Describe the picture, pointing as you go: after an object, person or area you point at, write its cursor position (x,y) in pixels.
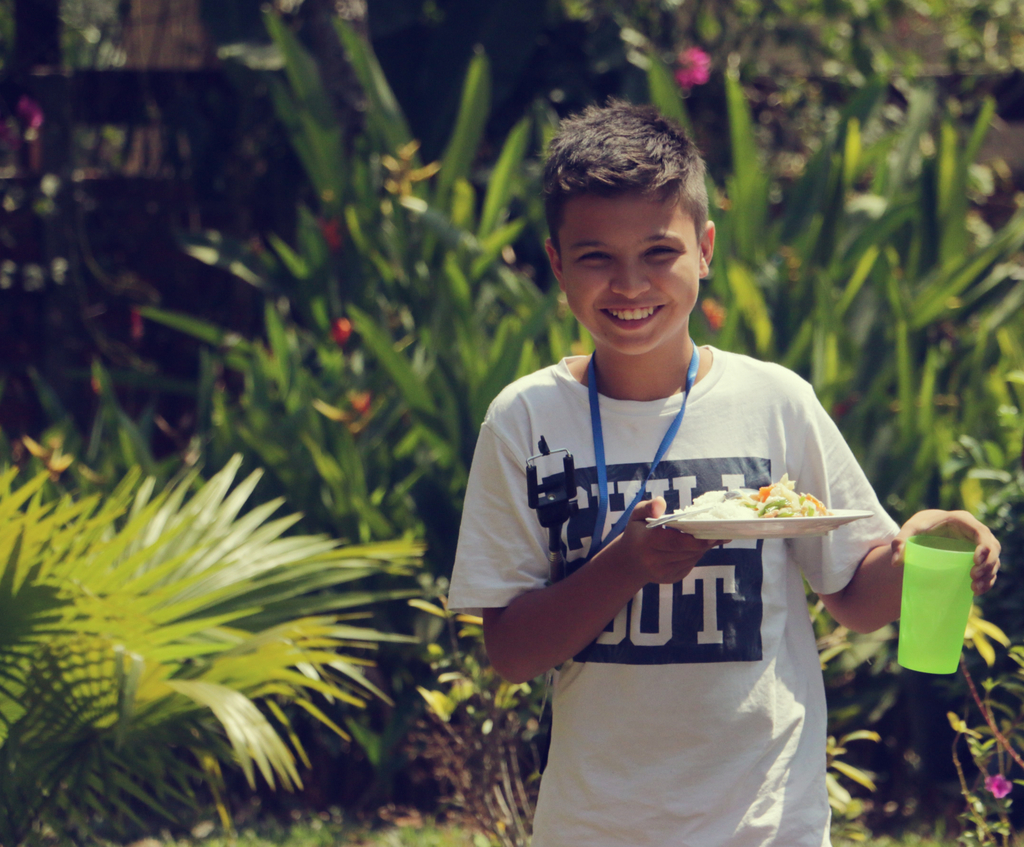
In this image we can see a kid (770,649) wearing white color T-shirt (722,605), blue color ID card (604,507) holding glass (928,650) and plate (715,532) in his hands (672,552) and in the background of the image (414,282) there are some plants (367,223) and trees (200,433).
